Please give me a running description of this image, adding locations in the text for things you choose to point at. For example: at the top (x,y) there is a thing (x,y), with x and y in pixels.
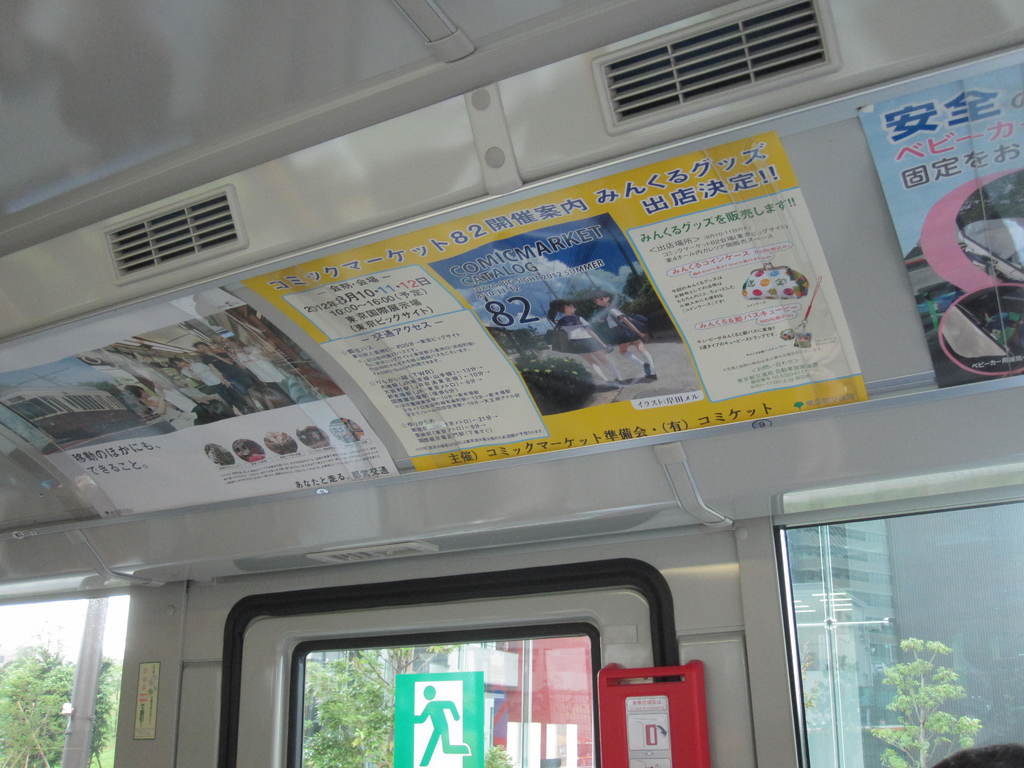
The picture is taken inside a vehicle (555,634). There are many posters (565,320). Through the glass window (505,663) we can see outside there are trees (41,695), buildings (557,670), sign board (451,703) and sky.
